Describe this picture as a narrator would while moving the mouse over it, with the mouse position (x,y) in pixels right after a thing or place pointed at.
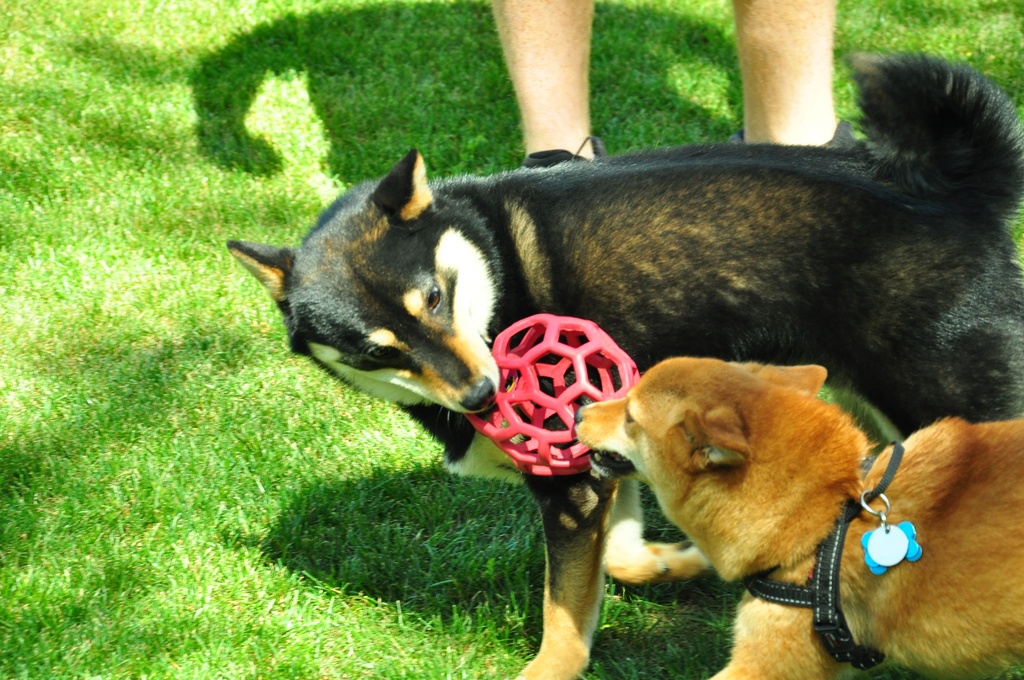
To the right corner of the image (820,434) there is a brown dog (731,399) with black belt (855,646) and blue key chain (883,539) on it. Beside that dog (835,442) there is another black dog (441,299) standing. In their mouths (592,457) there is a red color object (508,352). And to the top of the image (547,84) there are person legs (536,35). And the dogs (579,161) are standing on the grass (159,207).
